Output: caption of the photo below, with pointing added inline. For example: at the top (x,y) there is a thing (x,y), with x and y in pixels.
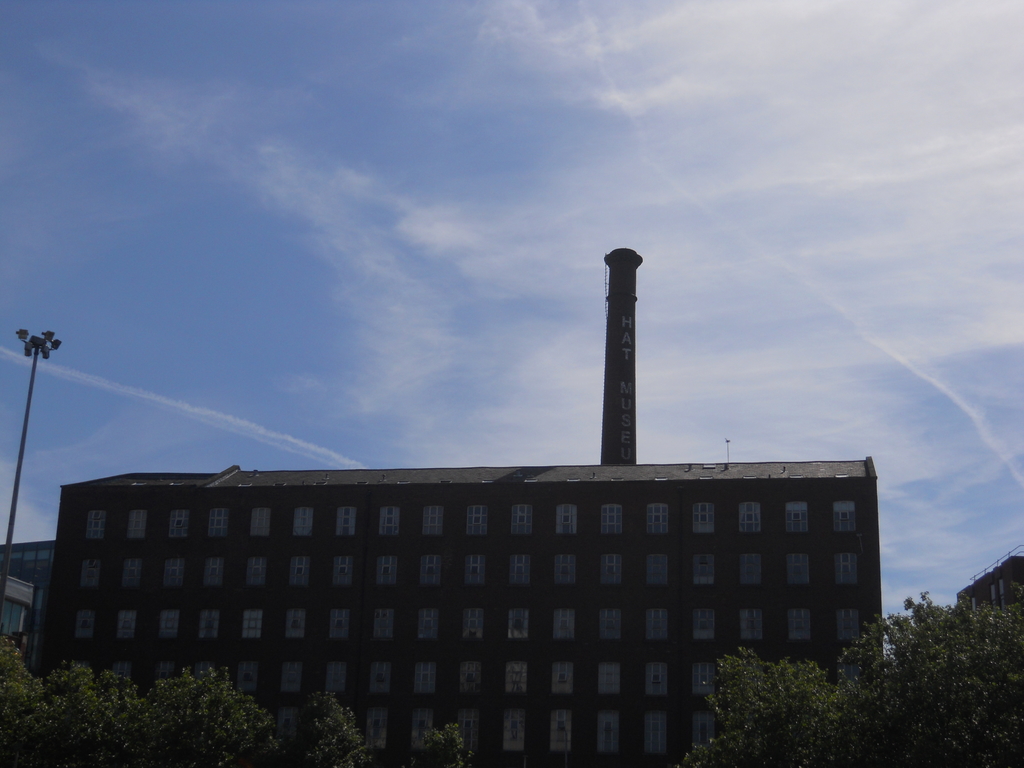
In this image I can see the sky (658,155) and building (645,573), in front of the building (295,646) I can see trees (915,708), on the left side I can see a pole (33,374).
